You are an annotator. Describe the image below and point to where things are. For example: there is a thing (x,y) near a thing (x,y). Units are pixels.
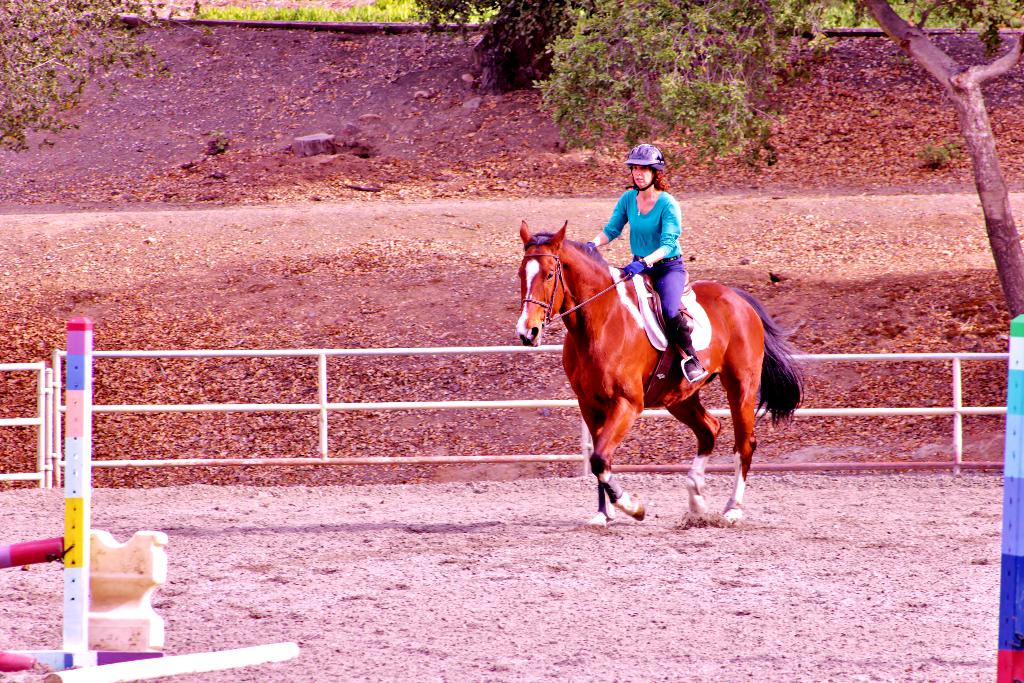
This image is taken outdoors. At the bottom of the image (567,595) there is a ground (476,578). In the background (88,64) there are a few trees (65,68) and there is a ground (304,16) with grass (315,11) on it. There are many dry leaves (212,252) on the ground (529,163). In the middle of the image (659,310) a woman (665,261) is riding on the horse (567,349). There is a railing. On the left (63,547) and right sides of the image there are a few iron bars (1000,623).
